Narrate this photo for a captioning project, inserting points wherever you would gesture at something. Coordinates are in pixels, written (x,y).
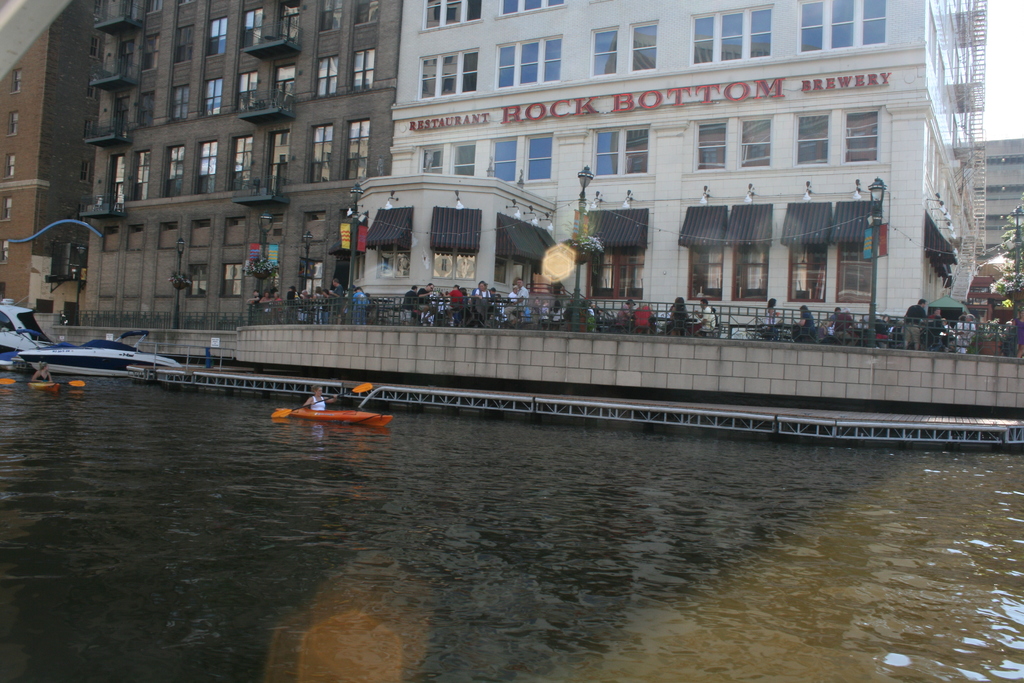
In this picture we can see some boats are on a water (488,583), side we can see some buildings (548,211), we can see few people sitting on the chairs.
